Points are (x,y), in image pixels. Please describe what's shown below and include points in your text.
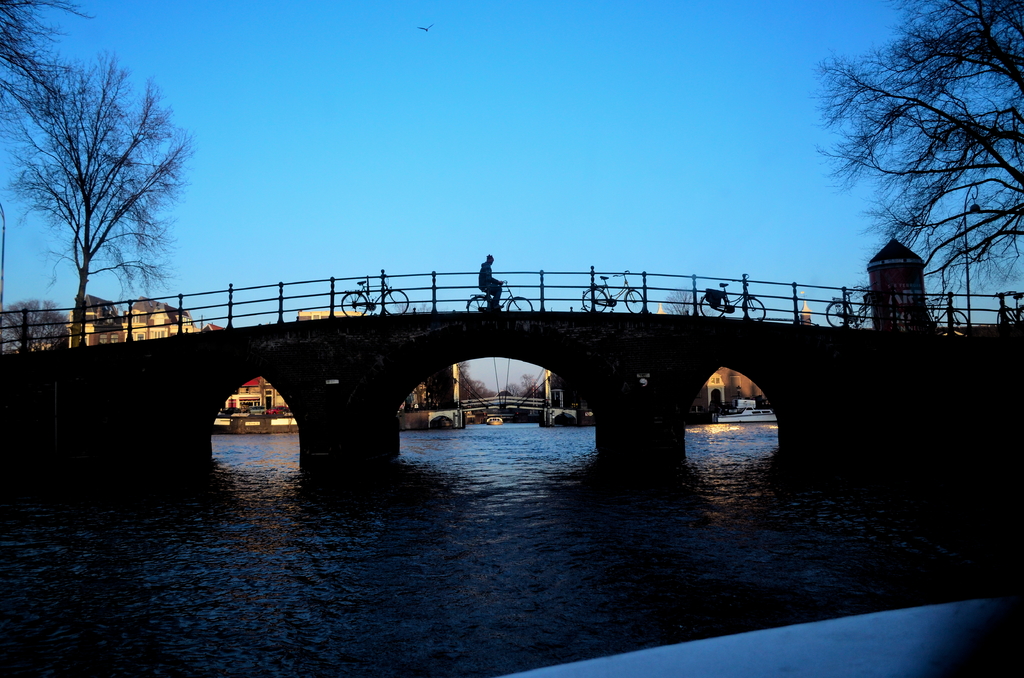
In this image there is water (480,583) at the bottom (537,566). There is a bridge (431,328) with bicycles (614,302) and a person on the bridge (406,274) in the foreground (477,297). There are trees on the left (105,170) and right corner (997,123). There are buildings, trees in the background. And there is sky (654,247) at the top (497,204).
